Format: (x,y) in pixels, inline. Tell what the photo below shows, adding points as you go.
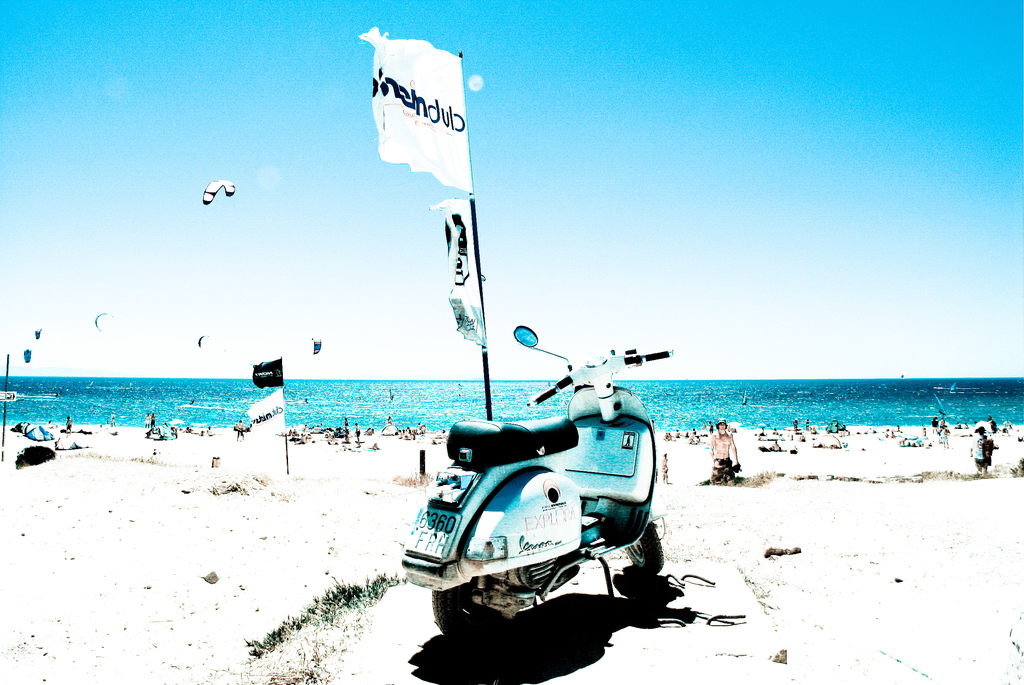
In this picture there is a scooter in the center of the image (598,401) and there are flags (269,419) and people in the background area of the image (665,459) and there is water (441,411) in the background area of the image (494,414), there are kites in the sky (453,346) at the top side of the image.
